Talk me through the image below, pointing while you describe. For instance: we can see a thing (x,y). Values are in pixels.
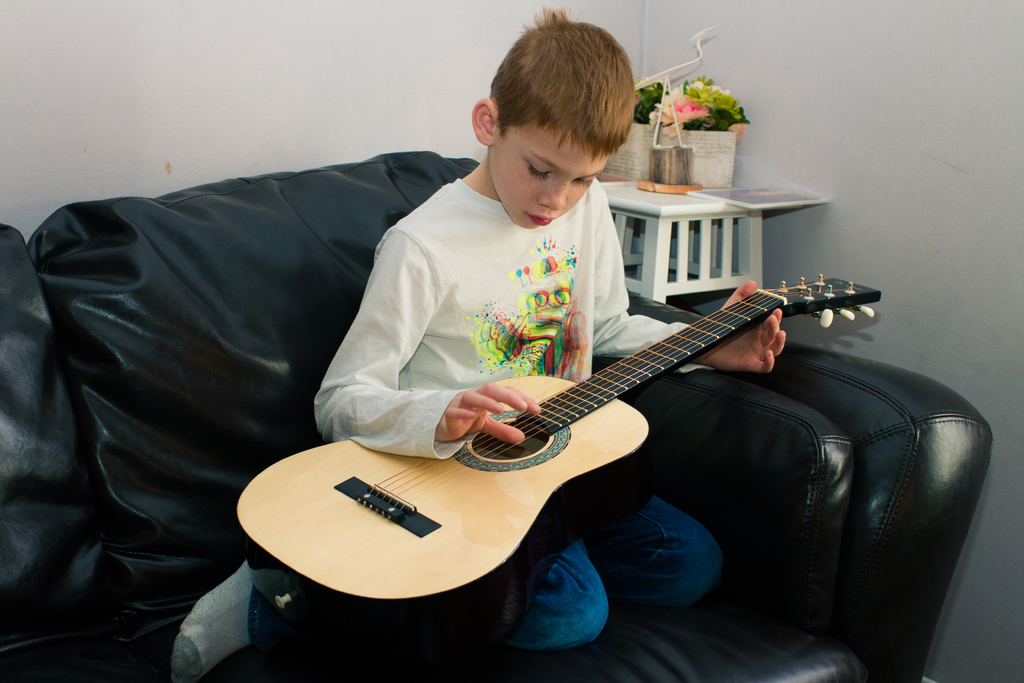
On the background (202,85) we can see a wall (709,63) in white colour and a table (696,226). On the table (711,225) we can see flower pots (721,125). Here on the black sofa (184,333) one boy (739,348) sitting and playing guitar (471,511).
